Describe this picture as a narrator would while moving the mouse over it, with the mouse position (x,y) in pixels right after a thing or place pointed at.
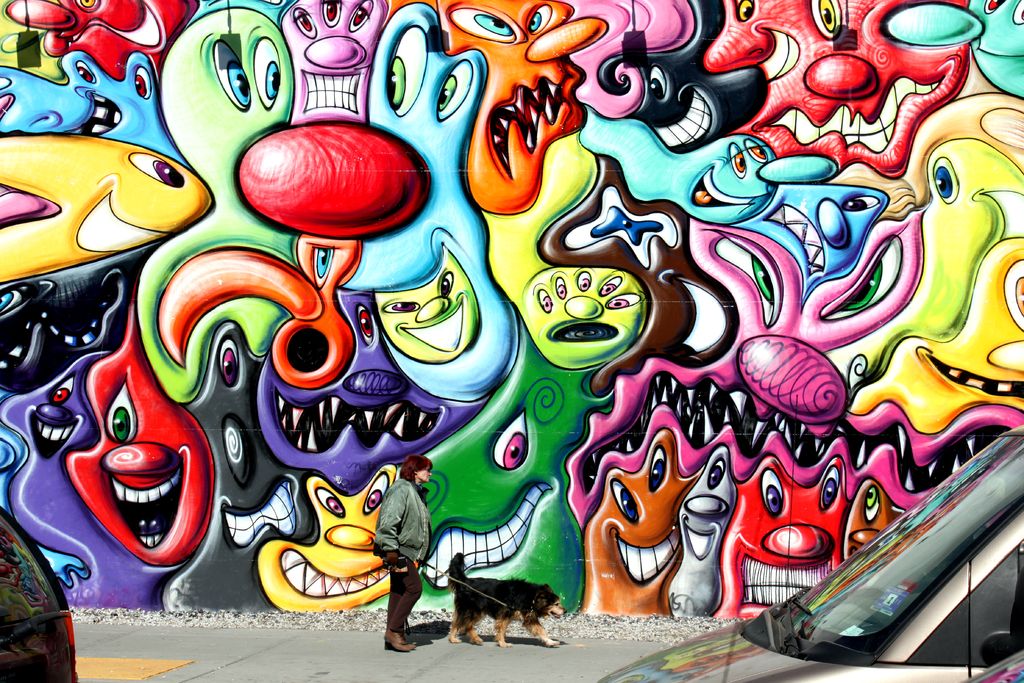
In this image I can see a person (386,519) and a black colour dog (471,603). I can also see few vehicles (789,673), graffiti (253,508) on wall (636,148) and here I can see this person (418,514) is wearing a jacket (409,498).
